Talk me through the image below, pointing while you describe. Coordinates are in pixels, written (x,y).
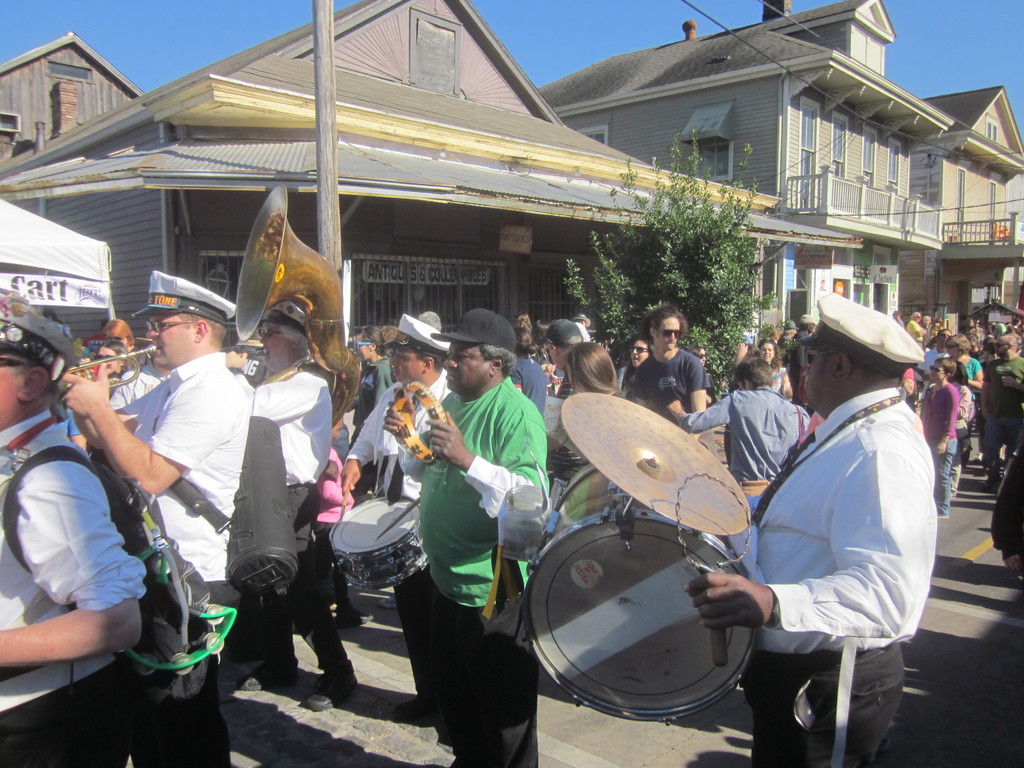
This picture shows a group of people (933,393) standing and few are walking on the road (989,555) and we see several buildings (669,170) on the side and we see a group of men (482,473) playing musical instruments (659,466) and we see drums (649,715), trumpet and side drum (353,516) and we see a tree (656,293) and blue sky (219,26) on the top (941,15).
